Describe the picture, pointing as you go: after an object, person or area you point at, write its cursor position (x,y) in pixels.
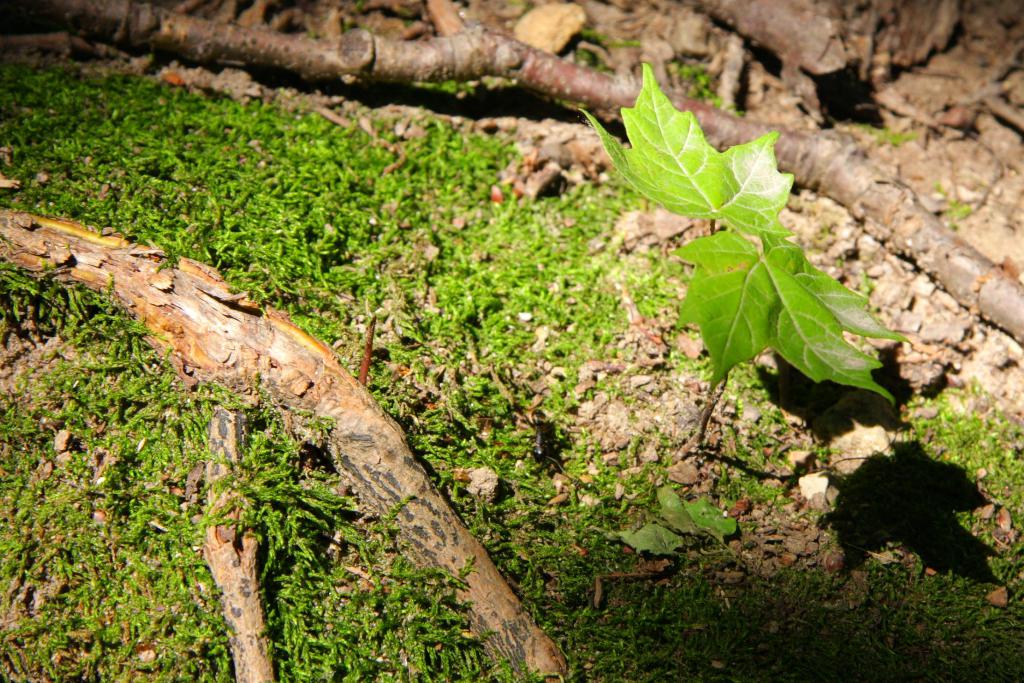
In this image, we can see the ground (471,295) with some grass (510,220), a plant (722,345) and some wooden objects (492,636).
